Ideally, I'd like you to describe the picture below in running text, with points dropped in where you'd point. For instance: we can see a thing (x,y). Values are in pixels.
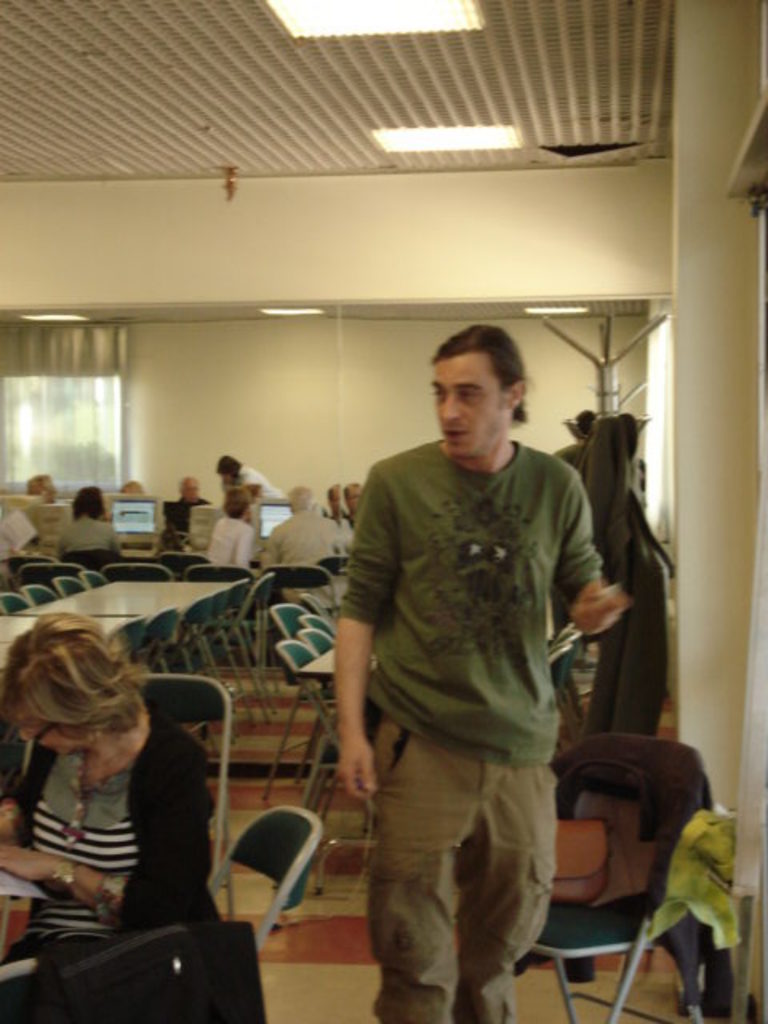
In this picture we can see a man (453,714) is standing and some people (57,819) are sitting on chairs (85,583) and in front of the people (103,544) there are tables (180,593) and on the tables (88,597) there are monitors (213,525). Behind the people (72,806) there is a wall (288,369) and there are ceiling lights (349,8) on the top (55,320).
